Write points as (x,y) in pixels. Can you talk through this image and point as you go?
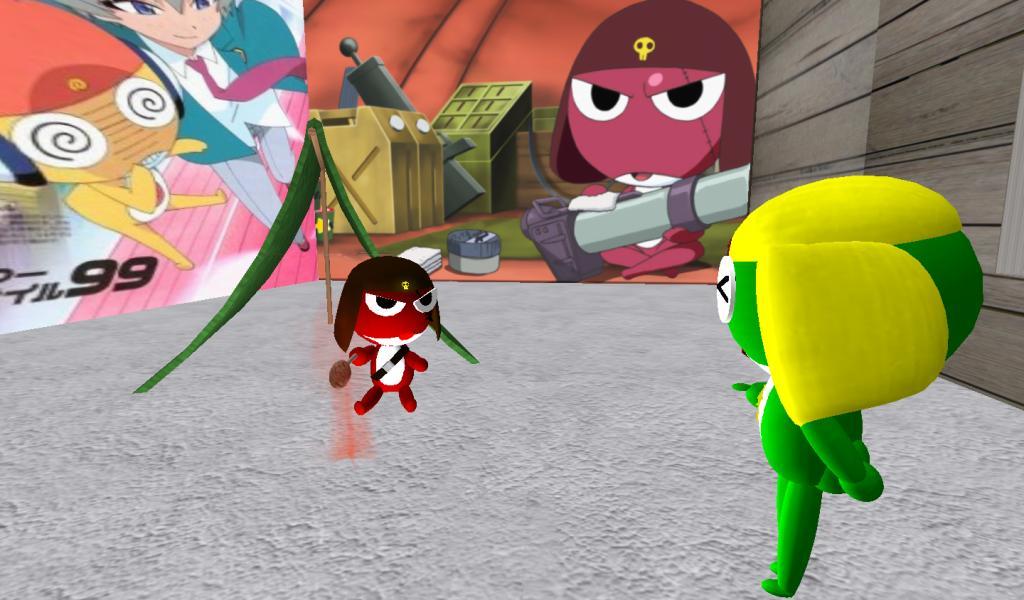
This is an animation picture. In this image there are toys (914,197). At the back (627,147) there are boards (545,188) and there are pictures (195,170) of a cartoons (746,147) and boxes (359,167) on the board (726,25).
